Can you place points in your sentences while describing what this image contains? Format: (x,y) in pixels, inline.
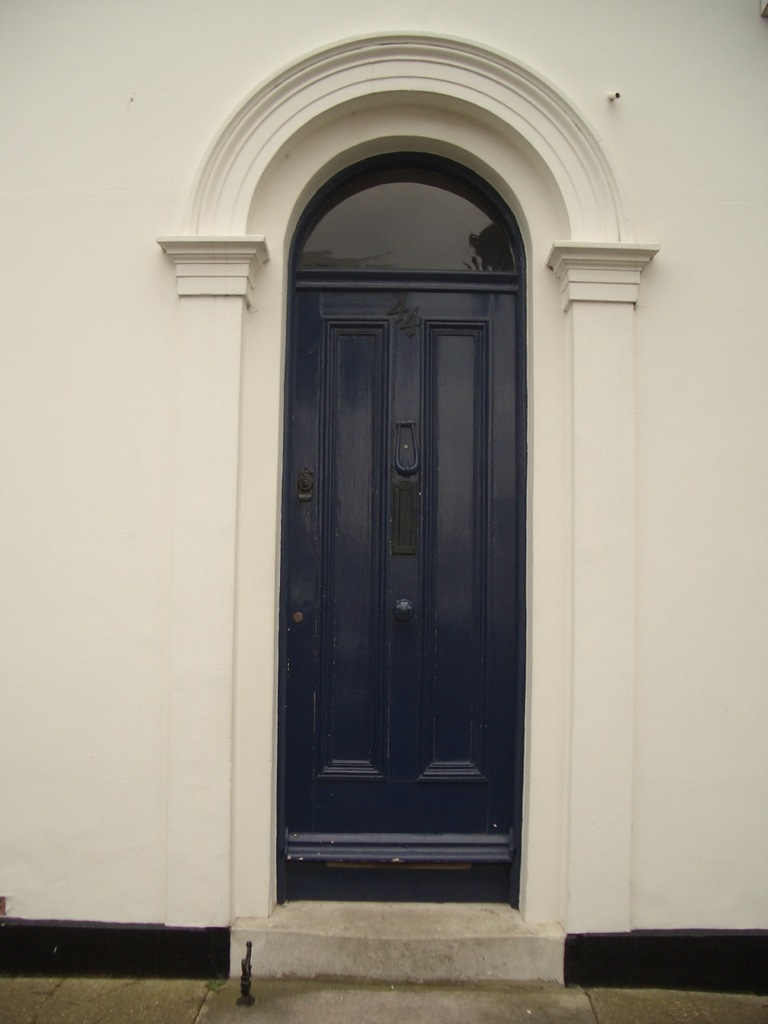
Here we can see a door (381,611) and wall (114,156).
